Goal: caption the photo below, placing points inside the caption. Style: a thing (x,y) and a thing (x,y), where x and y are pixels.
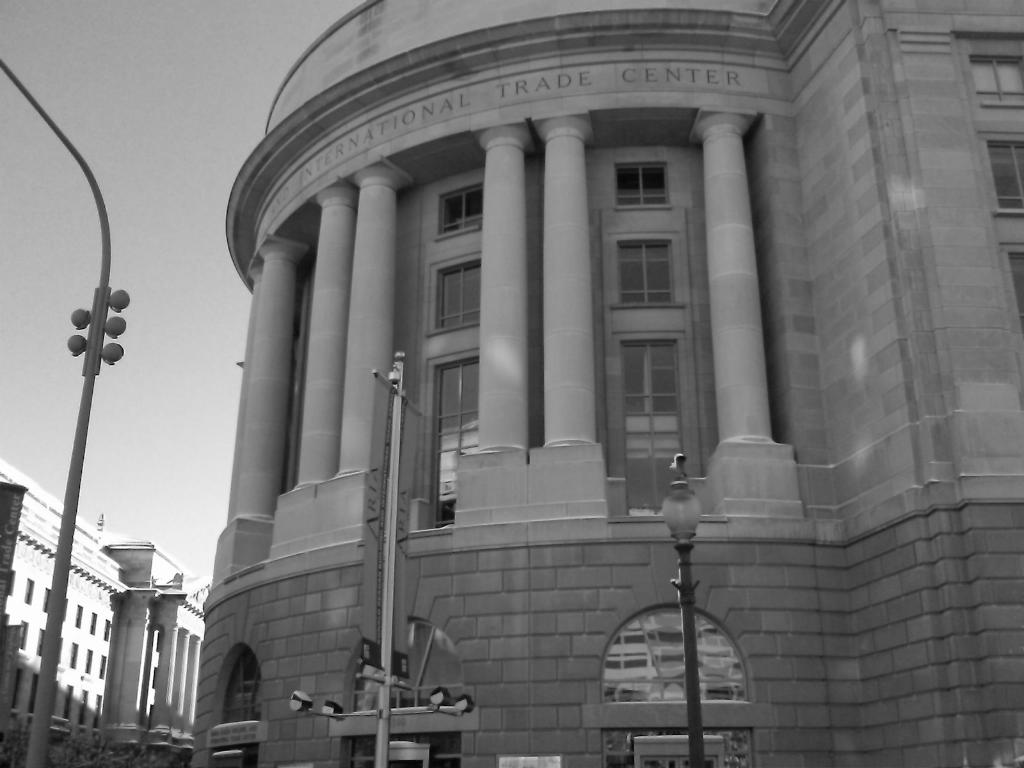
In this image there are buildings (110,544) and poles (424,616). In the background (43,374) there is sky (151,335).
